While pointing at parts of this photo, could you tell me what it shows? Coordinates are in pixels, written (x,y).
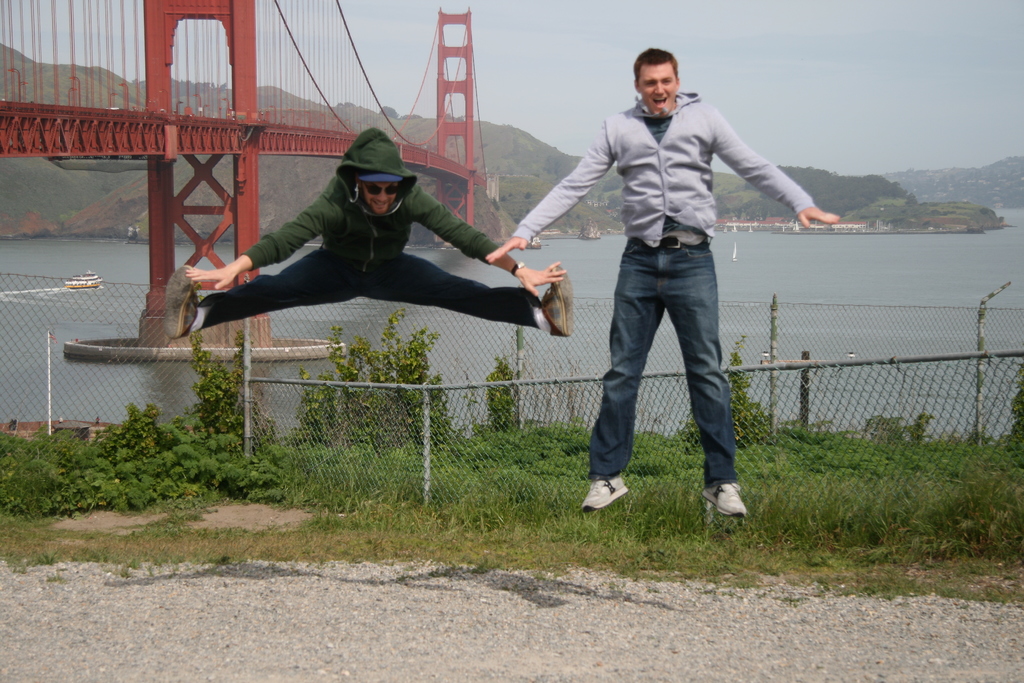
In the left side (325,275) a man (436,280) is jumping, he wore a green color sweater (374,133). In the right side (805,221) a man (682,156) is also jumping, he wore an ash color sweater (688,168). In the left side (232,143) there is an iron bridge (252,169).
